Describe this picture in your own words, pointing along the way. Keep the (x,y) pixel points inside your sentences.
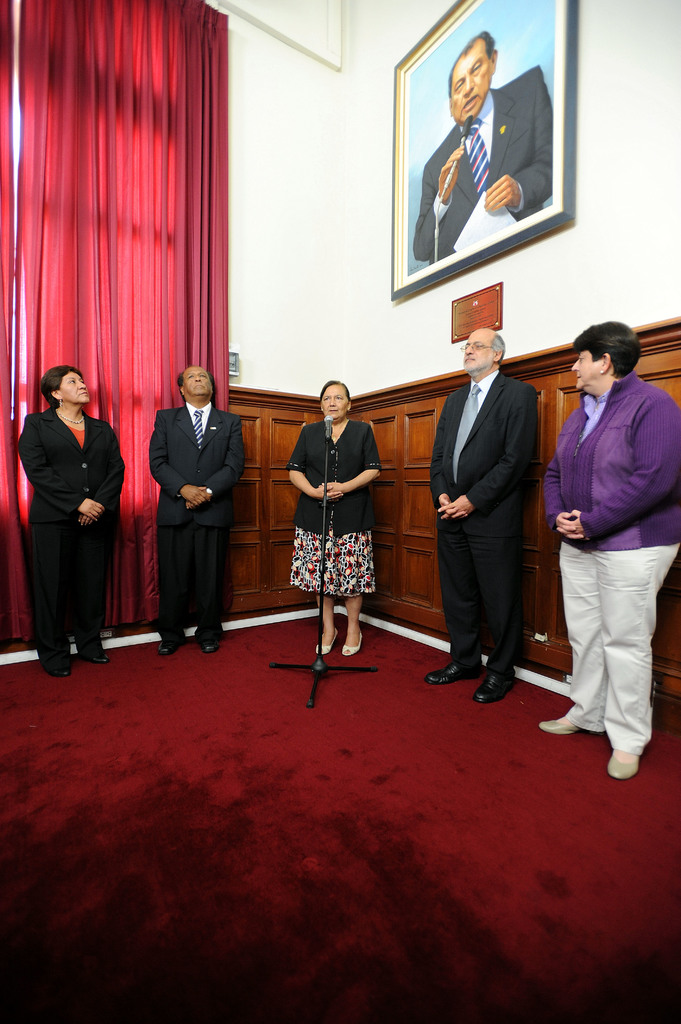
In this image we can see people (204,538) standing on the floor (311,635) and a mic (320,614) is placed in front of one of them. In the background (449,179) there are wall hangings (443,235) to the wall (378,282) and a curtain (88,239).
